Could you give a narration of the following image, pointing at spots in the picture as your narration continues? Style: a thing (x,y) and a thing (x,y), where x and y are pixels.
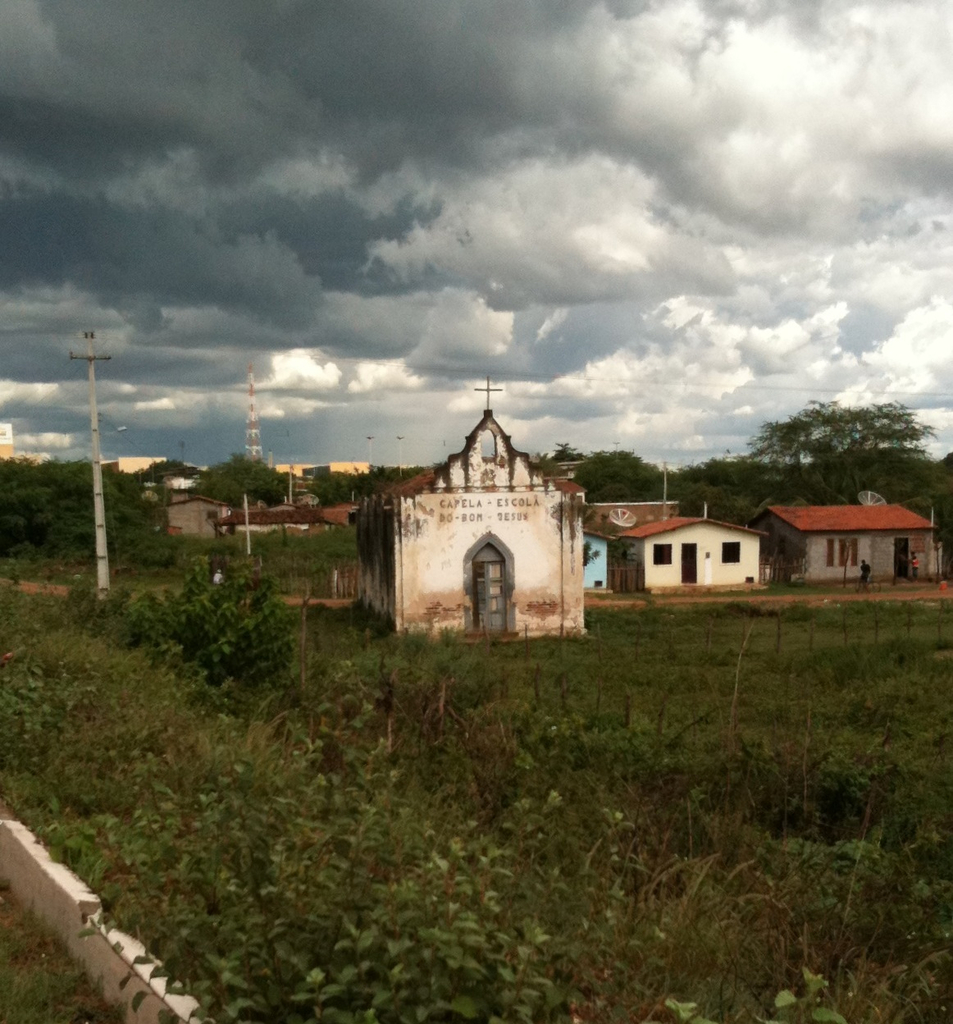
In this image there is the sky (500,119) towards the top of the image (589,147), there are clouds (631,146) in the sky (441,136), there is a tower (250,437), there are poles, there are houses (662,530), there is a church (513,503), there is text (509,501) on the church (519,523), there are doors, there are windows (732,553), there are two persons (914,572) standing towards the right of the image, there are plants (476,898) towards the bottom of the image (457,879).
